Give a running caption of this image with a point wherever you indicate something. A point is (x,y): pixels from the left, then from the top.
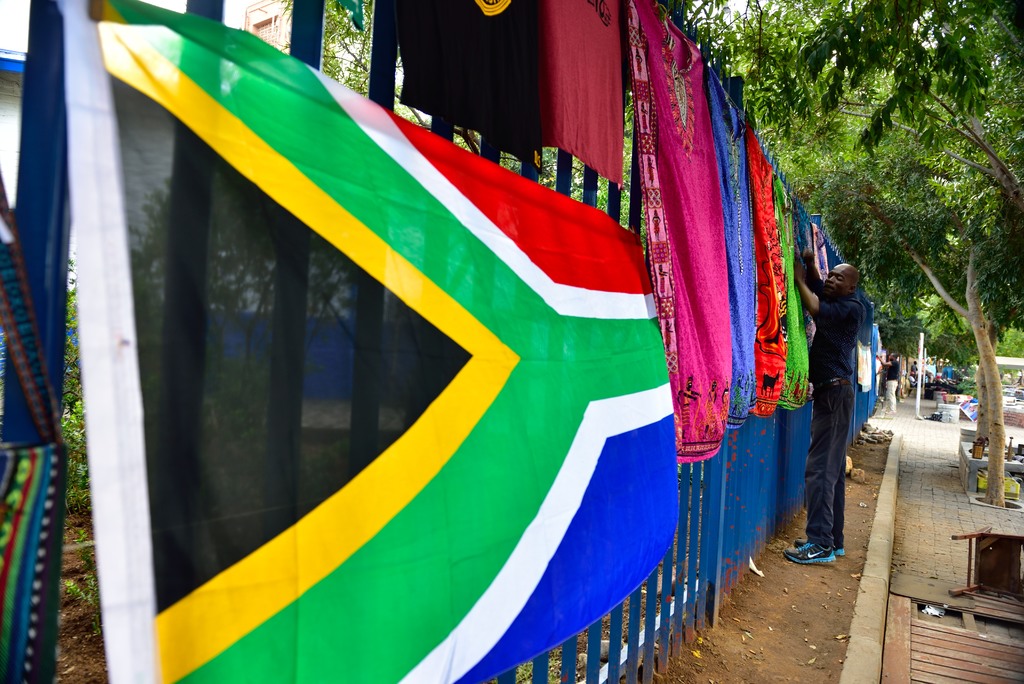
In this image there is a Fencing wall (747,499) as we can see in the middle of this image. In this image there are some clothes (681,181) are hanging on to this wall (302,24). There are some trees (860,156) on the right side of this image (894,204). There are some persons (814,416) standing on the right side of this image (814,399).
